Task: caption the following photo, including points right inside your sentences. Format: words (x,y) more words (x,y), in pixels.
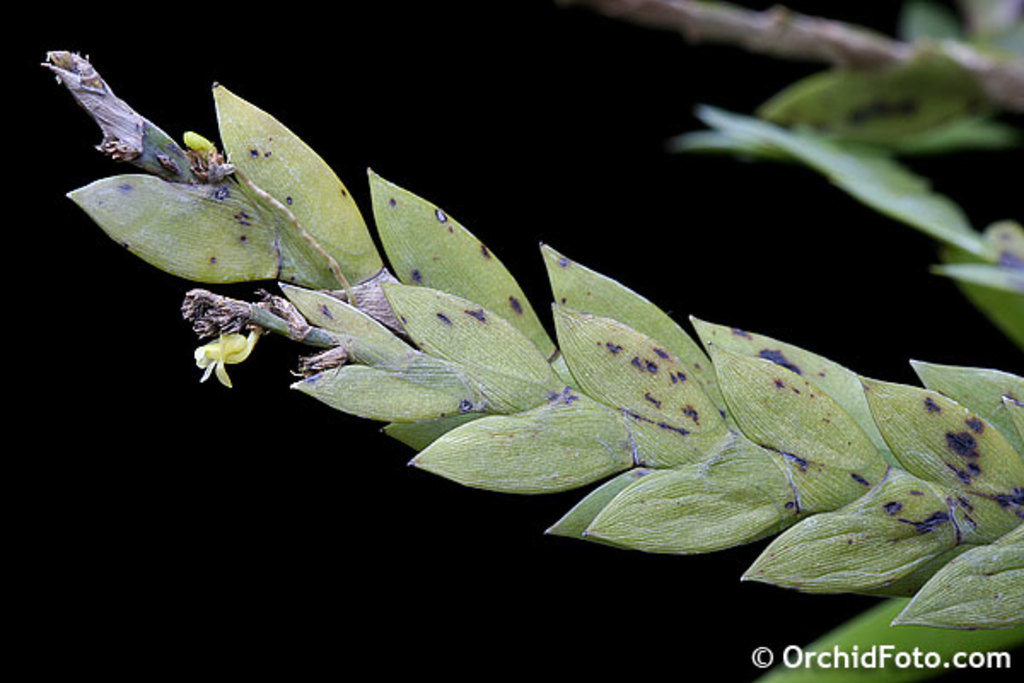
In this image I can see few green colour leaves (377,381) in the front (726,446) and on the right side of this image (859,677) I can see few more leaves (843,672). In the background (602,205) I can see black colour and on the bottom right side of this image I can see a watermark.
